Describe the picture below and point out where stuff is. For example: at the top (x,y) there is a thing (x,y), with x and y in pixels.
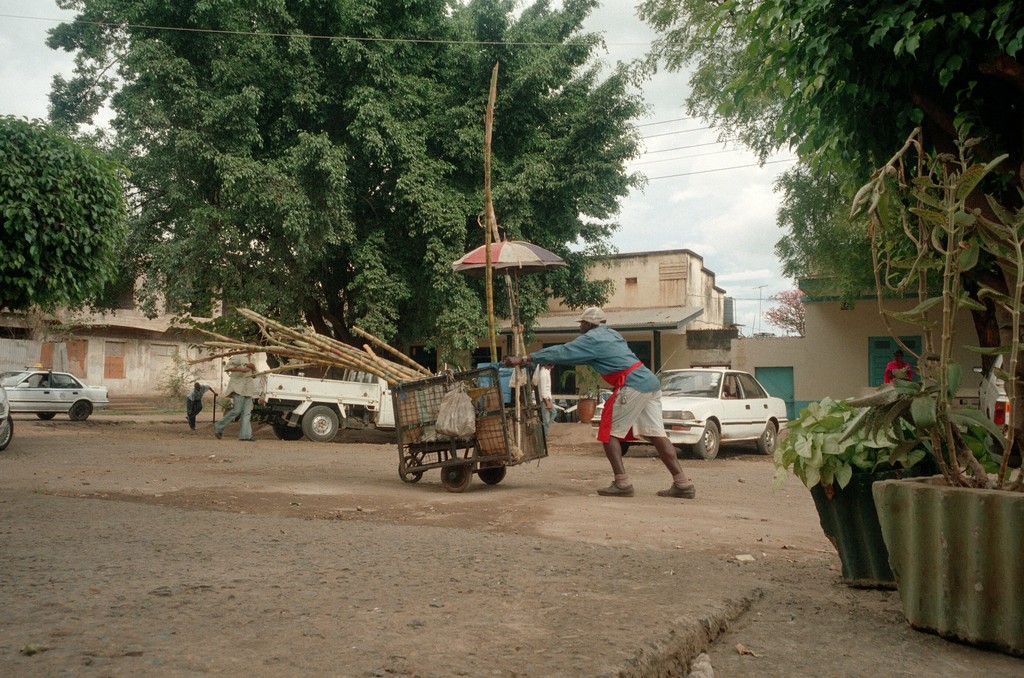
In this image there is a person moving with vehicle (512,439) and also around that there are so many other cars (55,390), buildings (18,328), trees (532,216) and plant pots (851,512).
